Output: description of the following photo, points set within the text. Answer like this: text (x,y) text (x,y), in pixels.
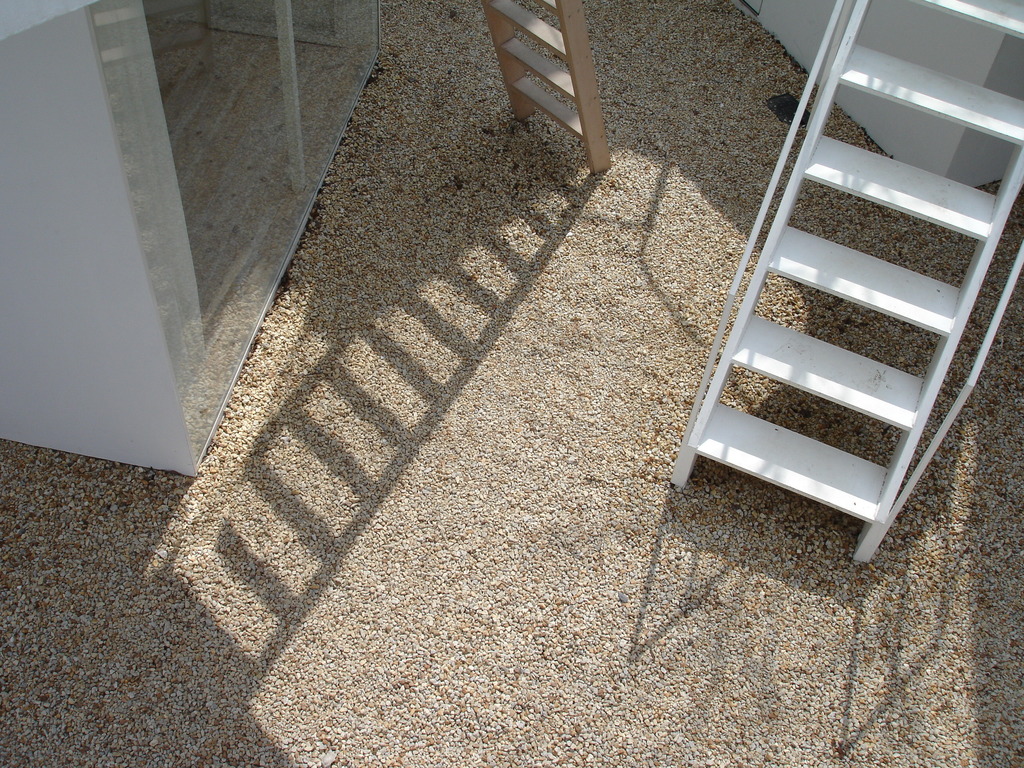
At the top of the picture (908,174) there are staircase (889,171), ladder (562,79) and a glass window (154,89) and wall (87,336). At the bottom (409,606) and center it is sand (901,669).
